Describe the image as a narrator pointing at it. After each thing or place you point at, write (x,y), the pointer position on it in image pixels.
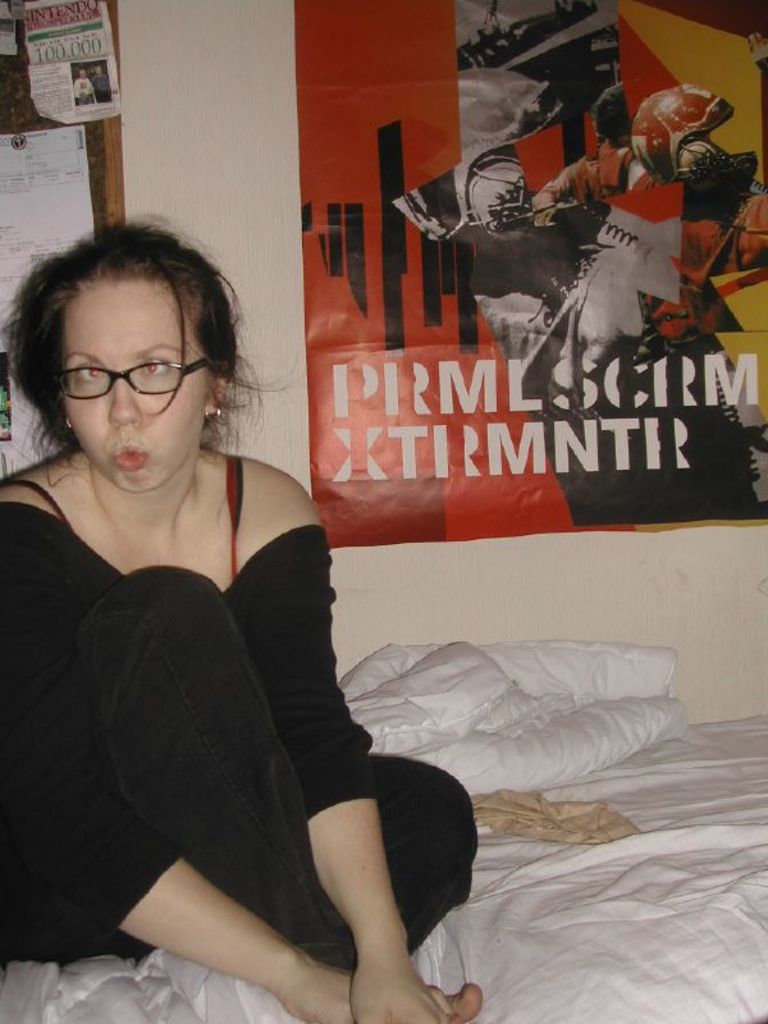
In this picture we can see a woman (241,674), she is wearing a spectacles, here we can see clothes (383,730) and in the background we can see a wall (487,607) and posters (349,487).
